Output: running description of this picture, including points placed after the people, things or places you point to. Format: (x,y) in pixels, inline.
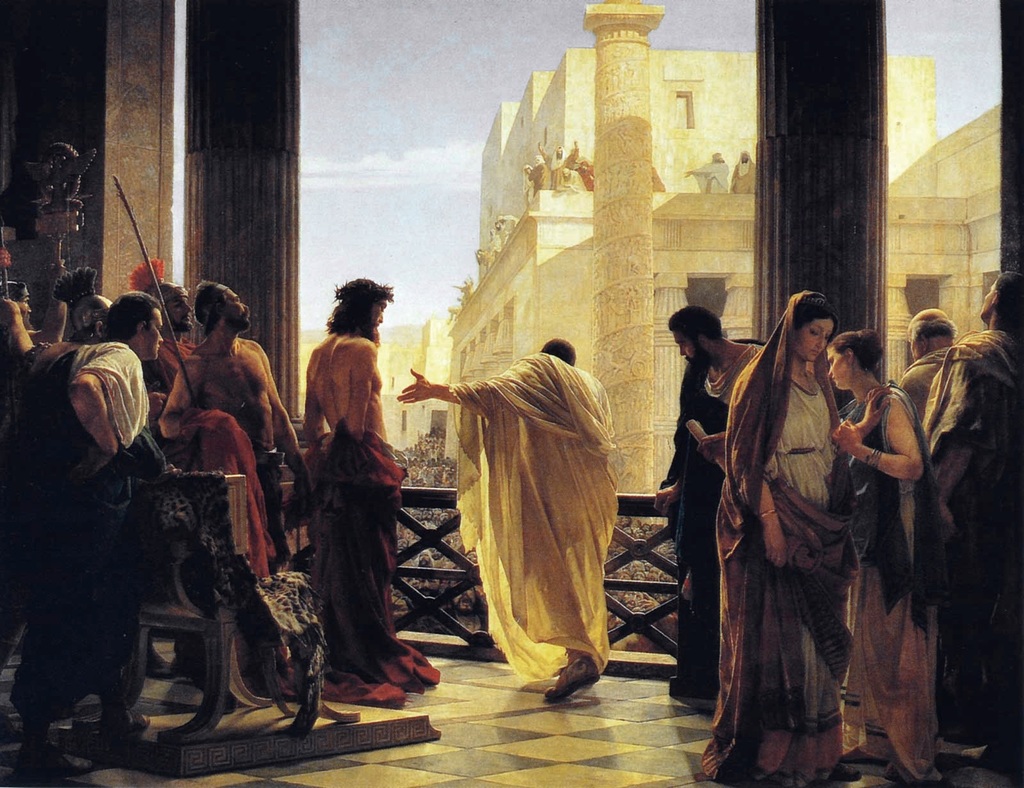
This is a painting in this image there are people (782,565) inside a building (65,5), in the background (315,98) there are buildings (524,277) and a sky (410,231).
